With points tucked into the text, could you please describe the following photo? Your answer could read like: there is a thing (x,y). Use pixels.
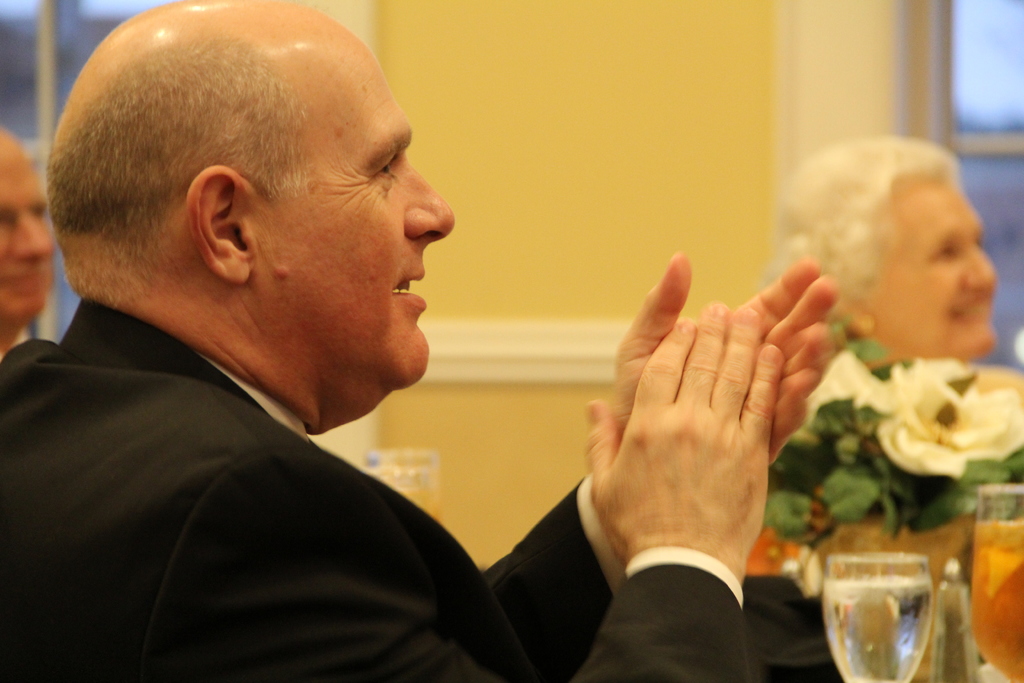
In this image I can see some people (681,451). On the right side (835,518), I can see some objects (906,536). In the background (675,235), I can see the wall (640,237).
